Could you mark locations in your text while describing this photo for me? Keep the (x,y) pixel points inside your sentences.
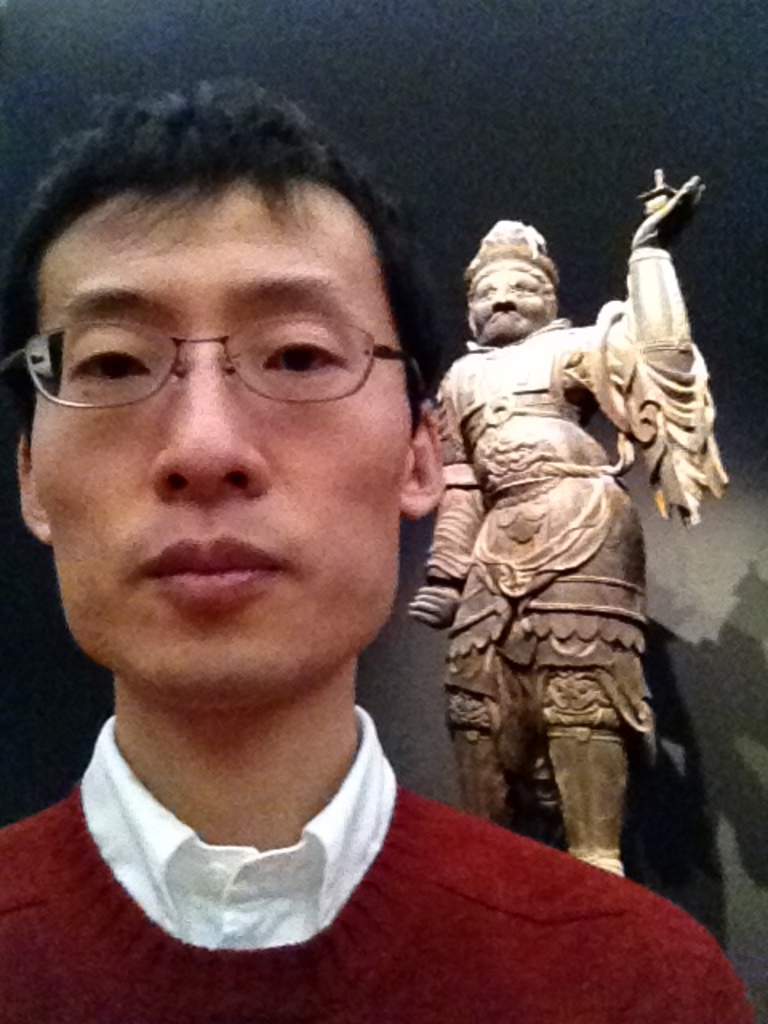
In this picture, we can see a man (284,257) wearing a red color shirt (568,941). On the right side (583,822), we can also see a sculpture (454,736).
